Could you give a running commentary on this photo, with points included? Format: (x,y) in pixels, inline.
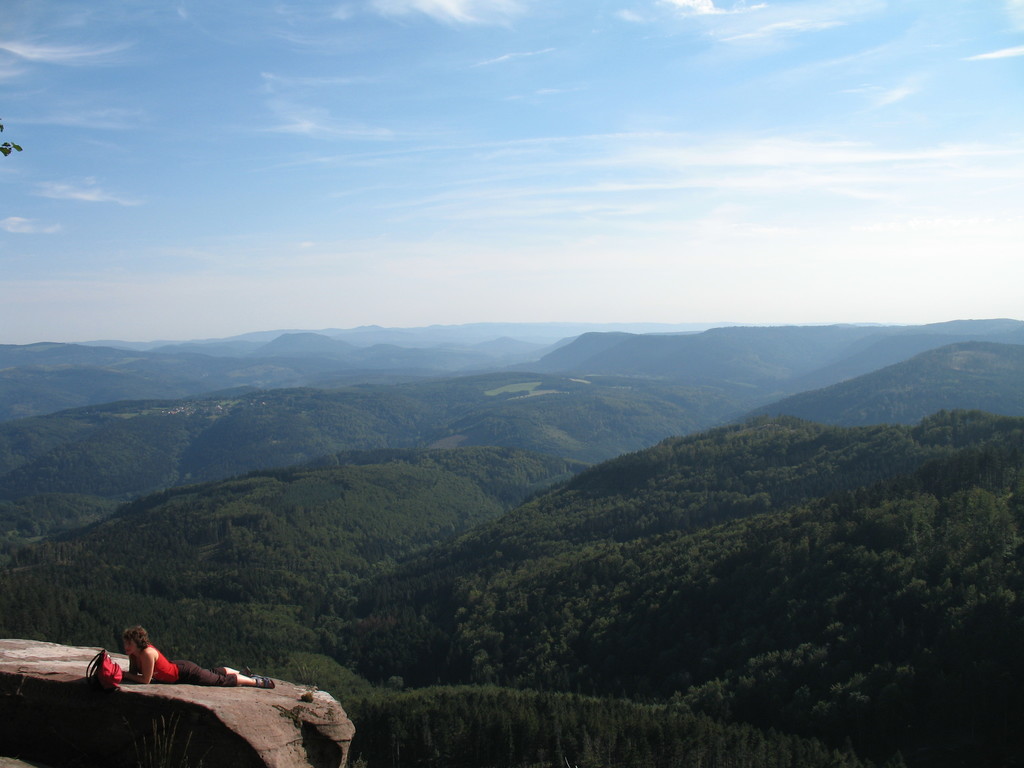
On the left bottom corner (250,718) there is a rock (215,715). On that a lady (186,675) is lying. Also there is a red bag (108,657) on the rock (234,717). In the background (418,437) there is sky (461,226) and hills (664,644) with trees (657,656).
